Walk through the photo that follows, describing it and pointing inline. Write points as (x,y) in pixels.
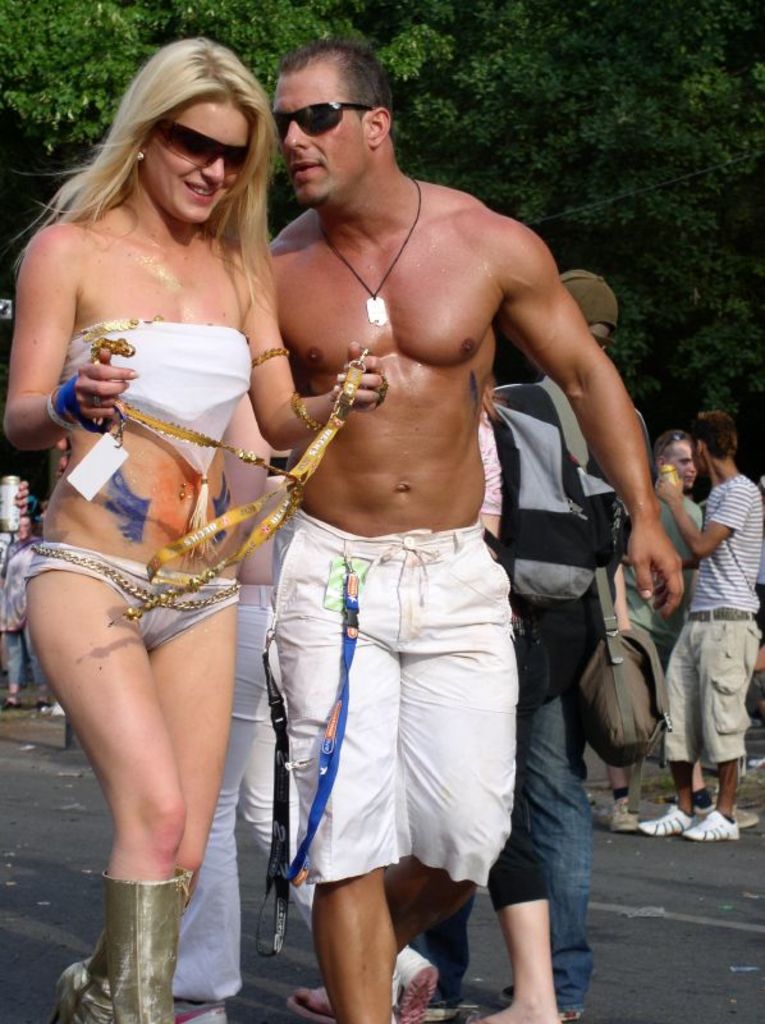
In the picture we can see man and woman (231,590) walking along the road (72,757) and in the background (453,965) there are some people (616,572) standing and there are trees (718,143).
